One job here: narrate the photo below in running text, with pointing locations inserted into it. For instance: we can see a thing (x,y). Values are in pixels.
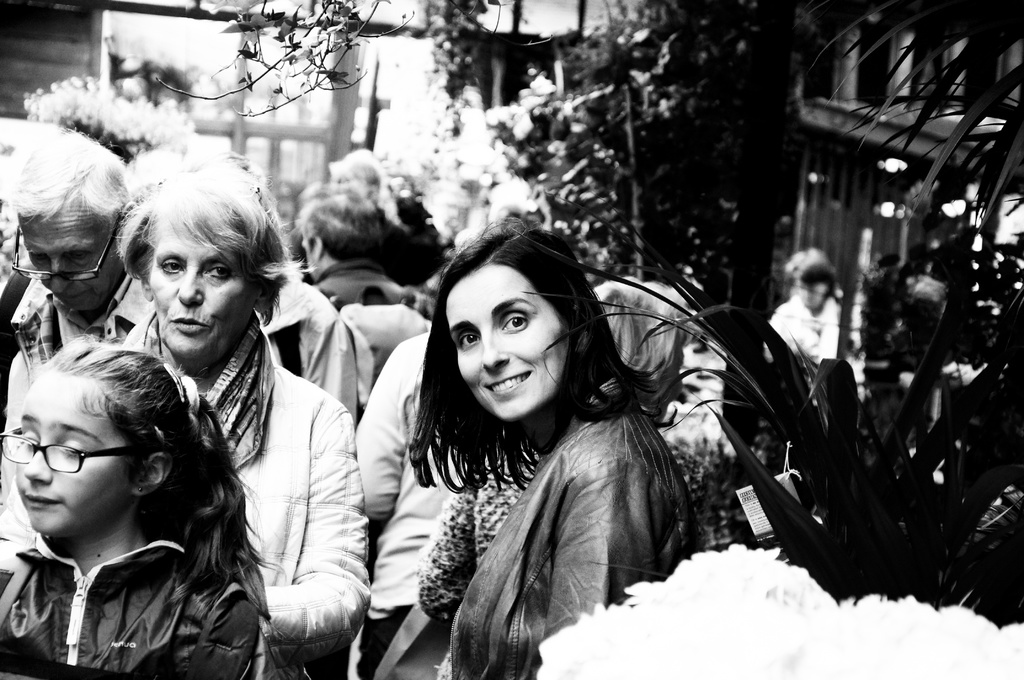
This picture describes about group of people (600,368), few people (111,296) wore spectacles (70,451), in the middle of the image (509,389) we can see a woman (496,403), she is smiling, in the background (622,85) we can find few trees (584,176).
